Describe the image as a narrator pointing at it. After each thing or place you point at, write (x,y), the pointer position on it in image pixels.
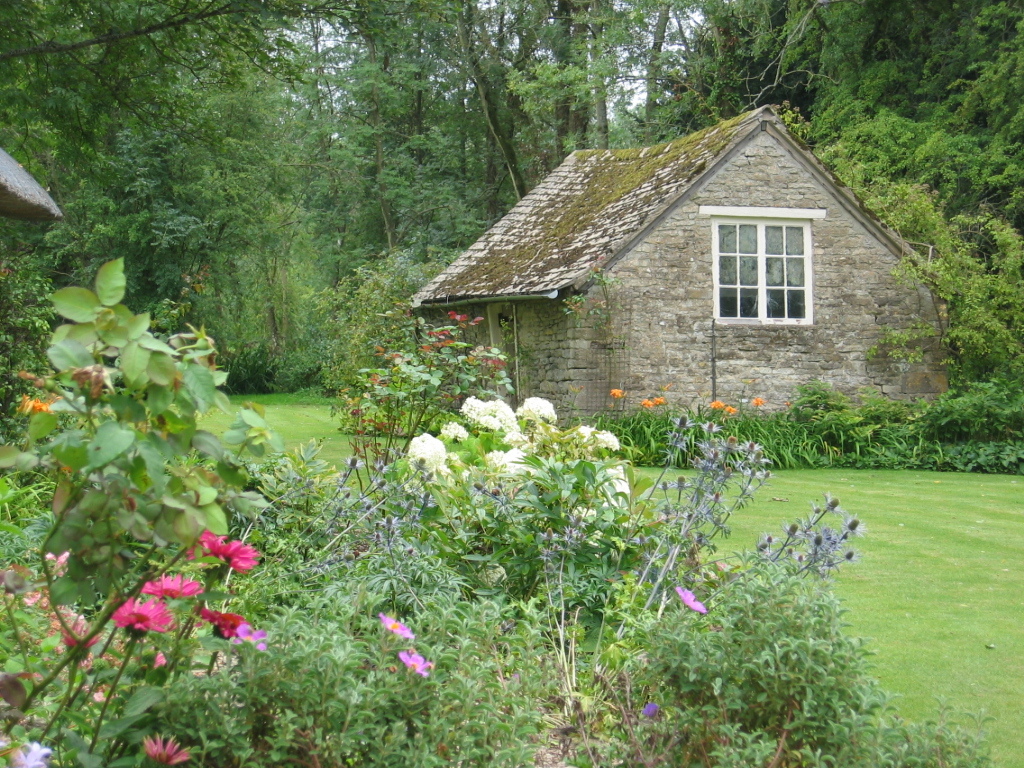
In the image there is a home (721,299) in the back (779,289) with plants (541,666) and trees (282,166) all around it on the grassland (999,659).
